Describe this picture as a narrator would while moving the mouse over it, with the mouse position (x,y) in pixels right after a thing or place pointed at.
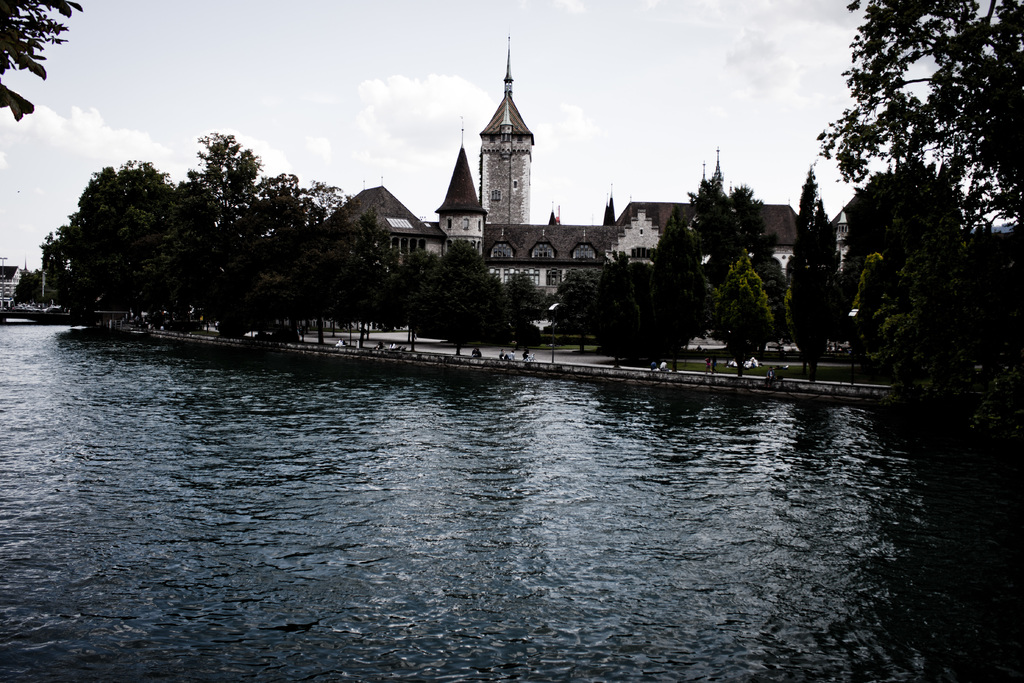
In the foreground of the picture (257,437) there is a river (422,552). In the center of the picture (480,302) there are trees (419,295), grass (818,373) and a castle (551,242). Sky (470,165) is cloudy.
